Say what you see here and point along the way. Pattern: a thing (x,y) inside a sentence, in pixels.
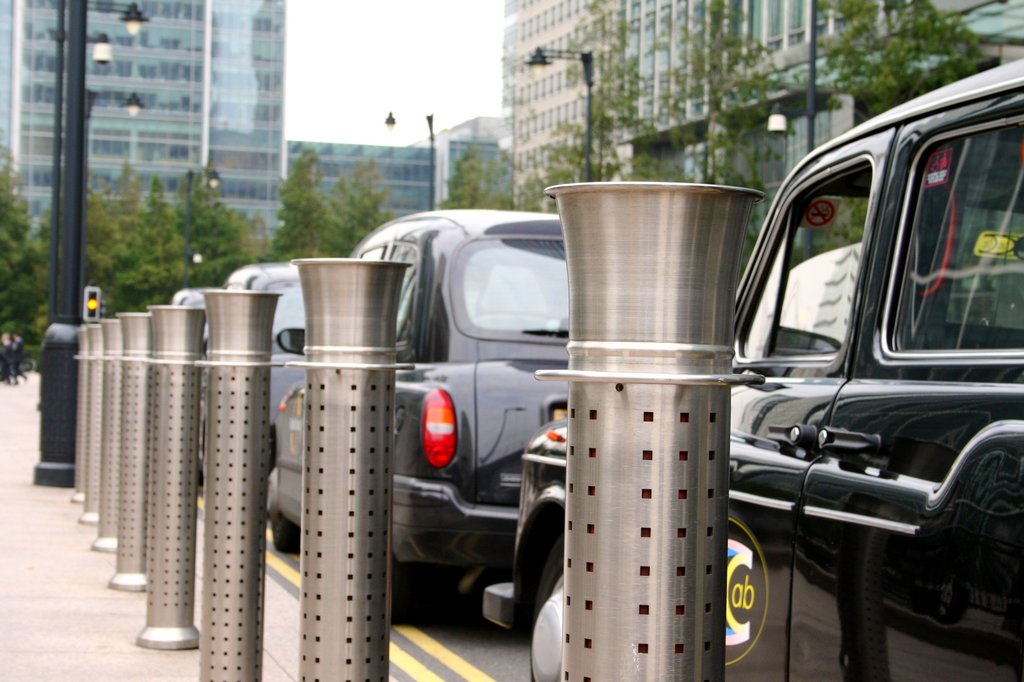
The image is taken on the road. In the center of the image (466,368) we can see cars (554,500) on the road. On the left (176,456) we can see poles (126,400). In the background (655,99) there are trees (712,113) and buildings (239,73).
